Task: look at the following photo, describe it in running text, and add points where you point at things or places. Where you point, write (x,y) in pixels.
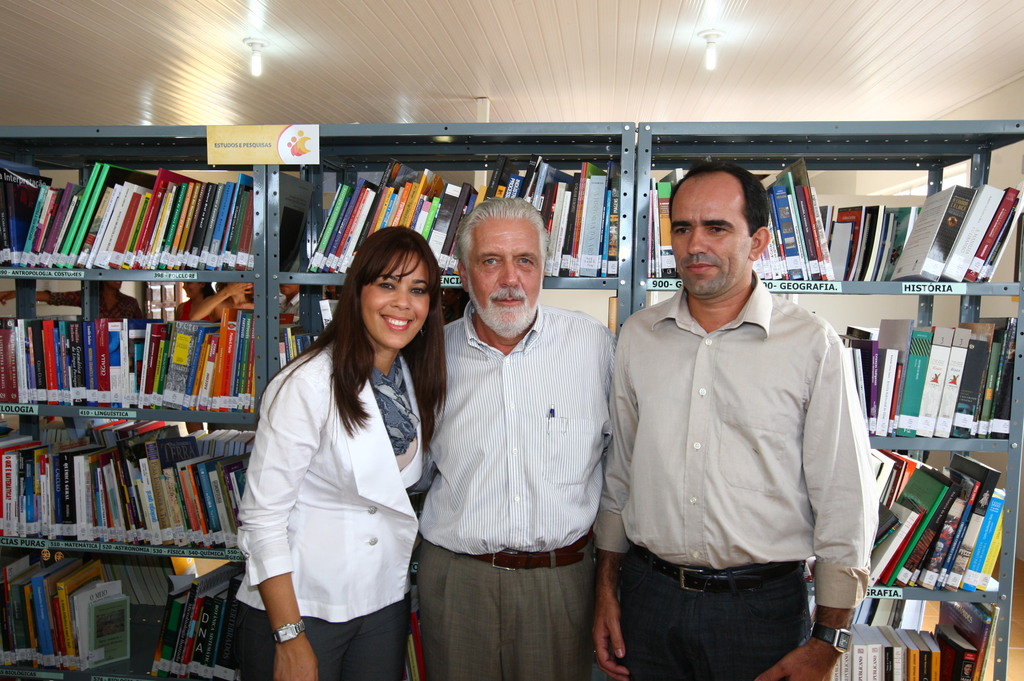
In this image we can see group of persons (741,591) standing. In the center of the image (360,230) we can see group of books (209,361) placed in racks (250,274) and a board (250,131) with some text (250,147). At the top of the image (245,47) we can see some lights (709,47) and a metal pole (393,136).
